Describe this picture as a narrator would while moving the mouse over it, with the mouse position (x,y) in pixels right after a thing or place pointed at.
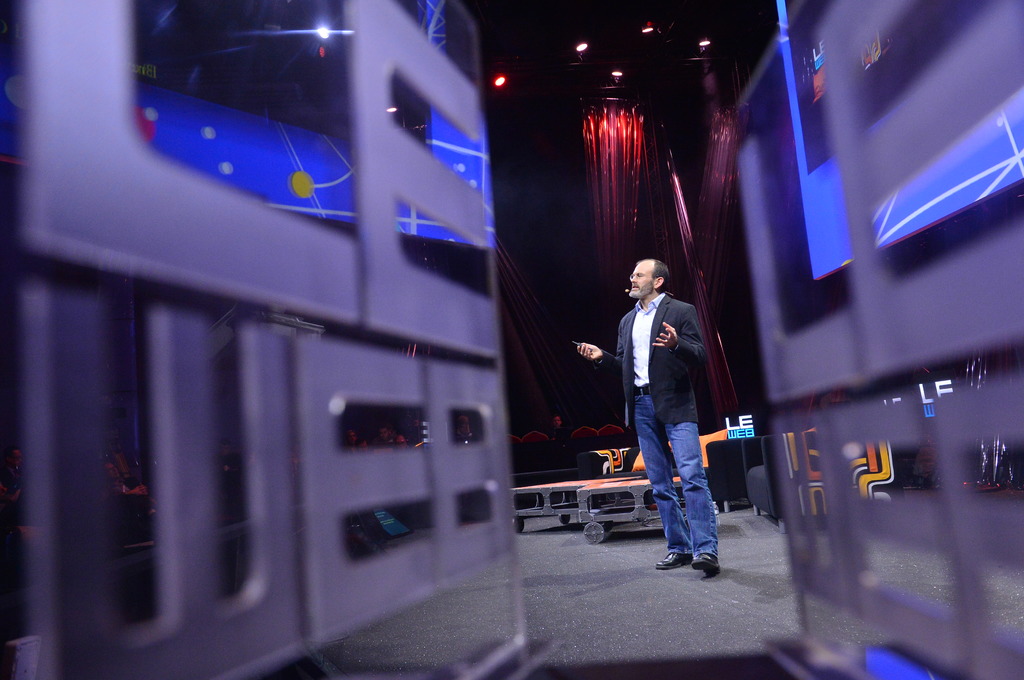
In the middle of the picture (666,376), we see a man (696,346) in black blazer (655,356) is standing. He is talking something. In front of the picture, we see the iron boards (784,374) in white color. Behind him, we see the tables (627,485) and chairs (718,493). In the right top (833,215), we see the board (907,211) or a projector screen (837,200) in blue color. At the top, we see the lights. In the left top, we see a blue color board (418,121). In the background (543,238), it is black in color.
